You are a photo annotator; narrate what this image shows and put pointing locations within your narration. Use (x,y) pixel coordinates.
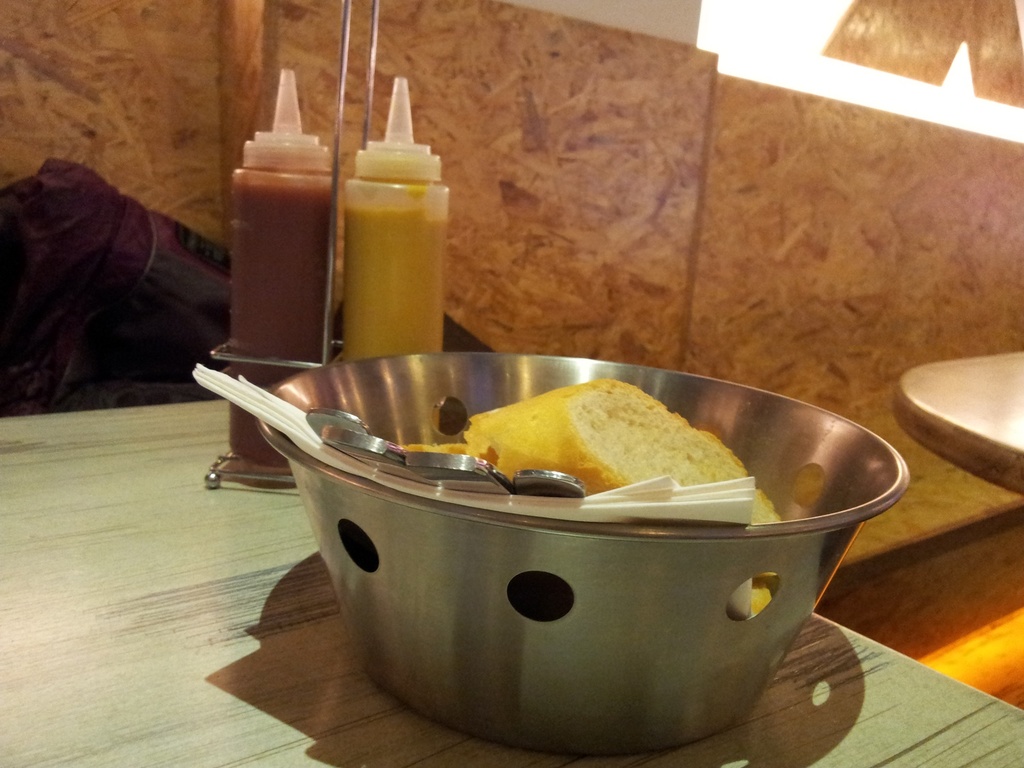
In the foreground of the picture (655,417), there is a bread piece (656,436), few spoons (355,417) and tissues (690,507) in a bowl (702,557). Behind it, there are sauce bottles (318,267) in a stand (278,364) which is on a wooden surface (167,653). In the background (955,413), there is a table (981,419), wall (696,161) and an object (103,306).
